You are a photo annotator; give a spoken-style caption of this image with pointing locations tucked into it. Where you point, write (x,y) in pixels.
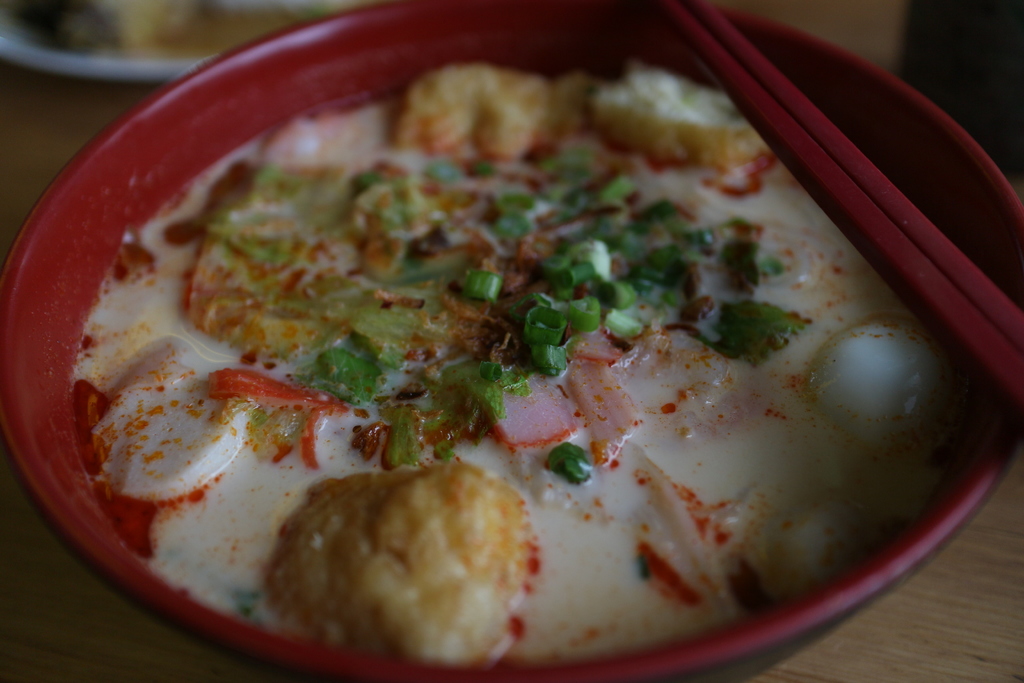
This picture shows food (464,370) in the bowl (885,168) and we see couple of chopsticks (829,195) on it on the table (57,96) and we see a plate (154,65) on the side.
